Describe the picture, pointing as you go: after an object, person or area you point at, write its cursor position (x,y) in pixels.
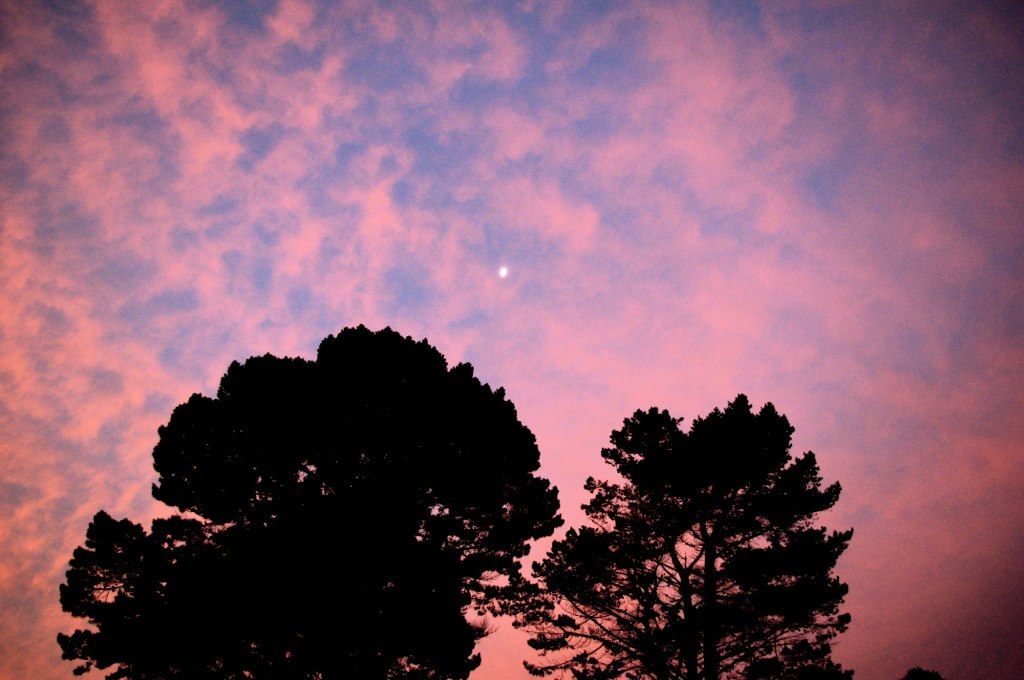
As we can see in the image there are trees (386,505) and on the top (594,96) there is sky (523,117) and clouds (32,536).
